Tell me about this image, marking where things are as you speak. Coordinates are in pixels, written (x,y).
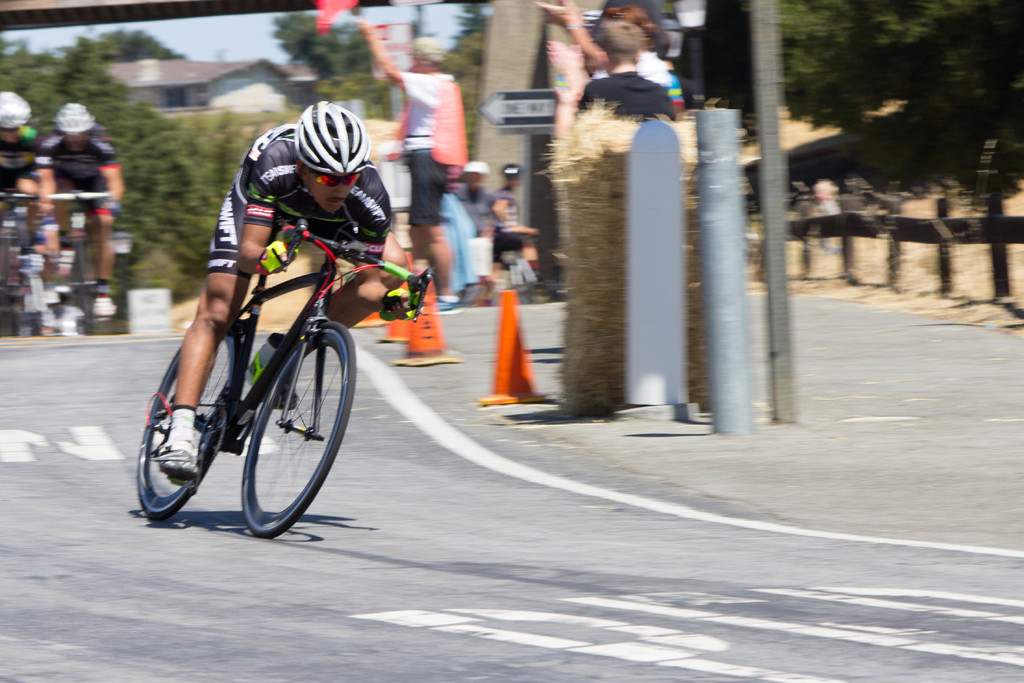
The person (270,165) wearing black dress (264,182) is riding a bicycle (258,390) and there are group of riders (42,217) behind him and there are audience (556,98) in the right corner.
